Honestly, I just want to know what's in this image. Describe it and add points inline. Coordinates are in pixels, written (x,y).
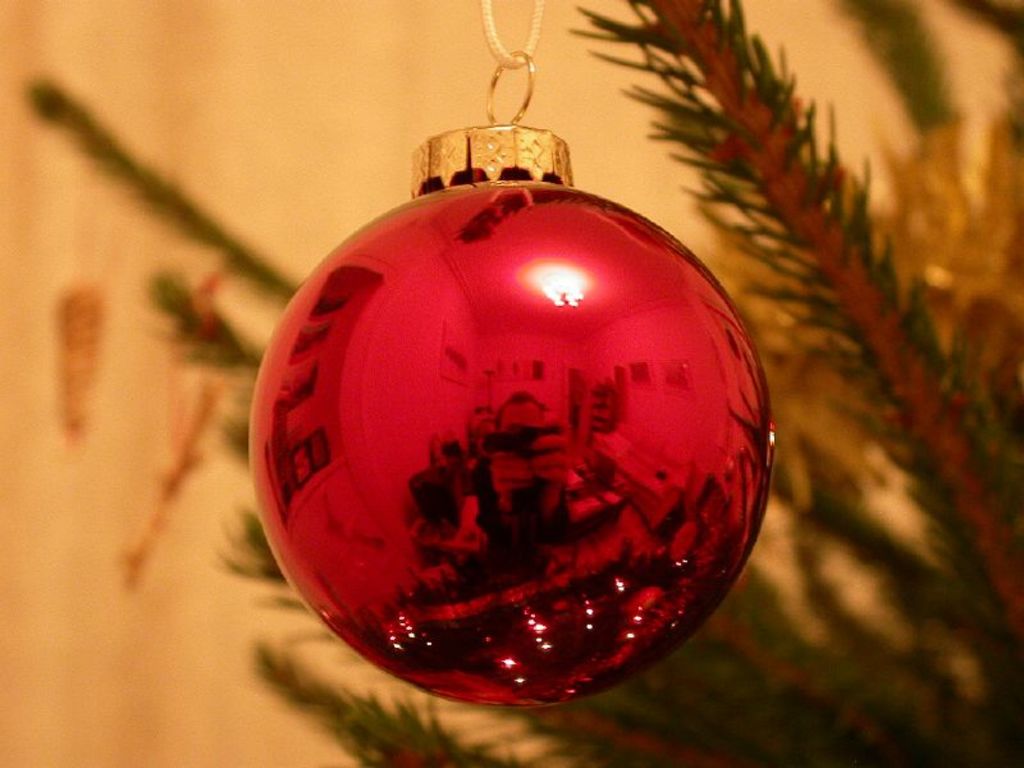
In this image we can see an object (438,369) which is in spherical shape and it is tied to a thread (512,62) with the help of an object (501,127) attached to it. In the background (35,325) we can see a plant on the right side (962,540) and wall (66,680).
